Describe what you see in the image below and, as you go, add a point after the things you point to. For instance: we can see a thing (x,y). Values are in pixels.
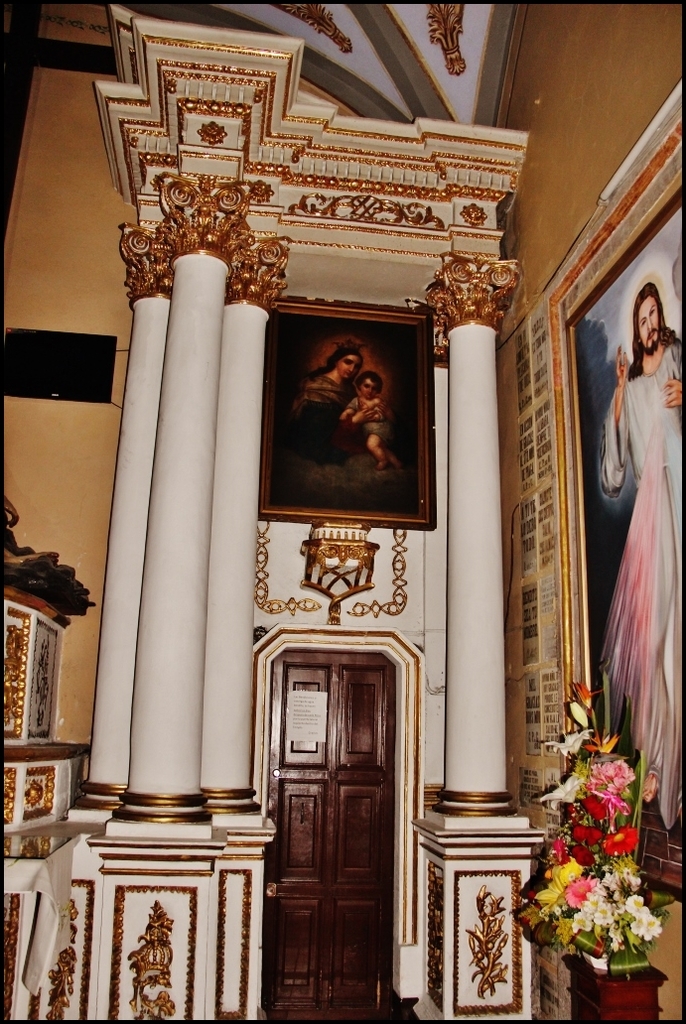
In this picture there is a white and golden color big pillars (194,313). In the middle (334,654) there is a brown color door (324,801). On the top (380,329) we can see the hanging photo frame (384,517). On the right side (627,779) there is a flowers (609,786) on the table (577,992).
